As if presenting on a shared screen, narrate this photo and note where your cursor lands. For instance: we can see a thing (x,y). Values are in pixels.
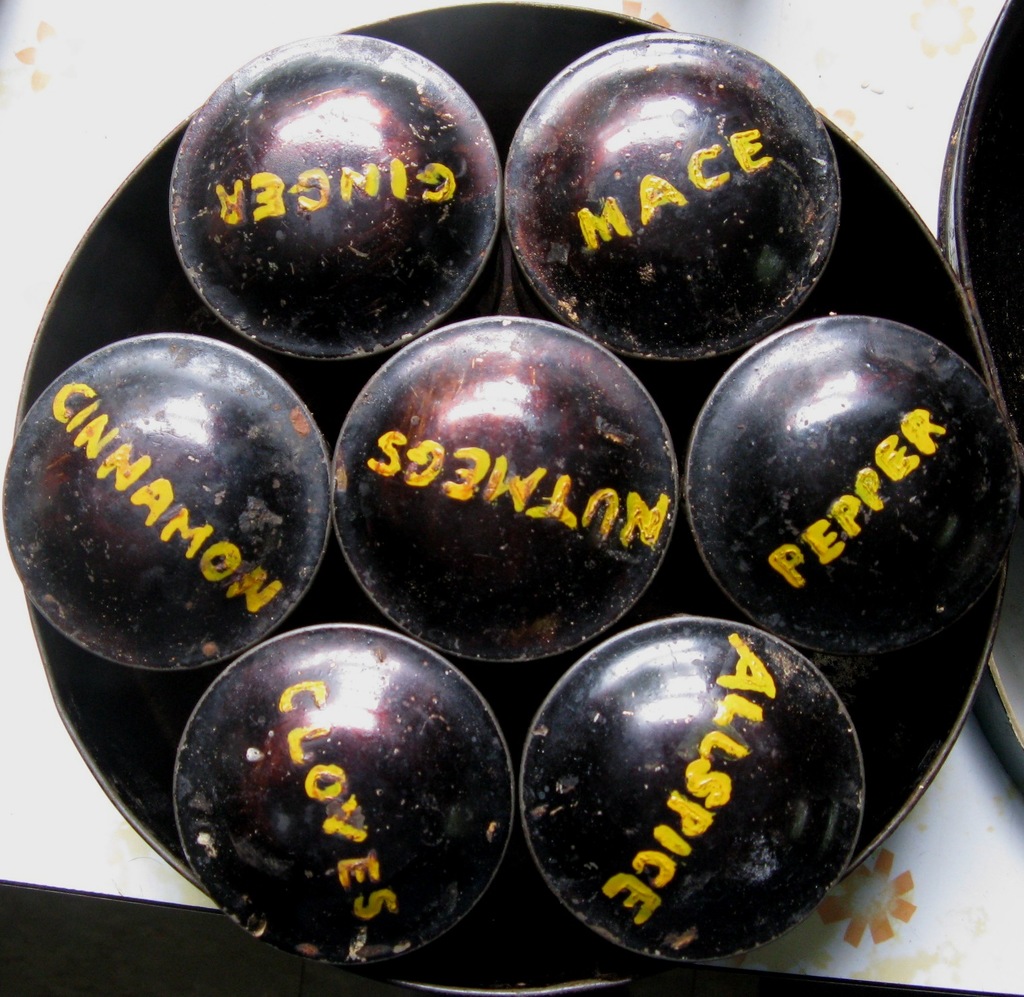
In this image we can see some objects (363,587) on the plate (104,264), which looks like the balls (135,371), on the balls (136,489), we can see some text (242,579).
